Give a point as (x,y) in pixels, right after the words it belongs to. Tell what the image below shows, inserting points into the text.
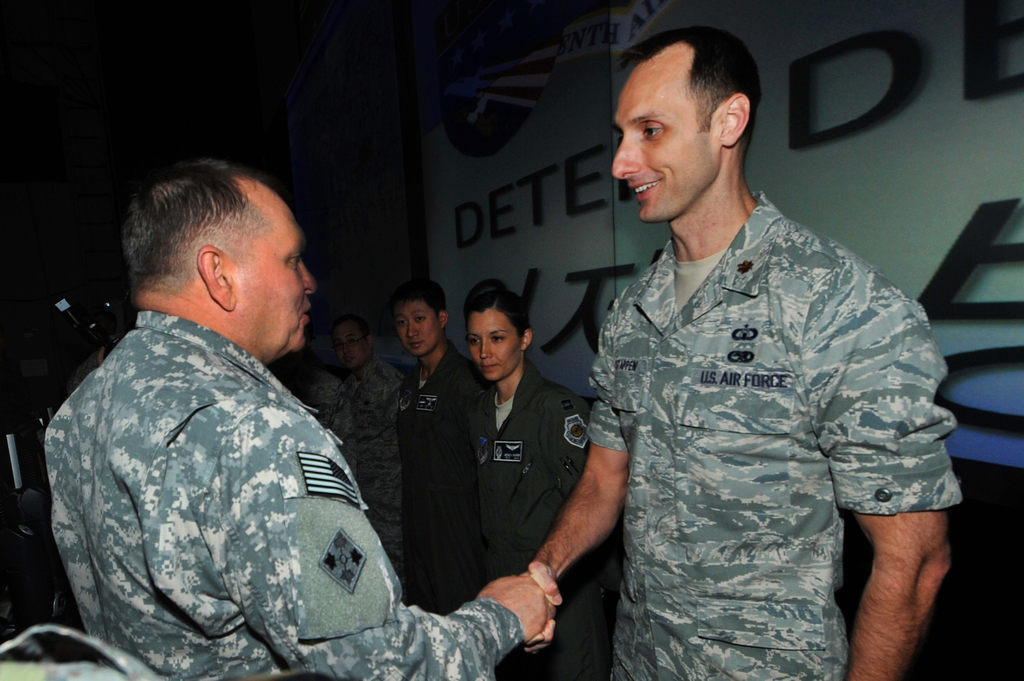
In this picture, we can see a few people (731,346) among them we can see two persons (744,542) are shaking their hands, we can see some text (985,317) on the wall (974,166), and the dark background (3,329).
